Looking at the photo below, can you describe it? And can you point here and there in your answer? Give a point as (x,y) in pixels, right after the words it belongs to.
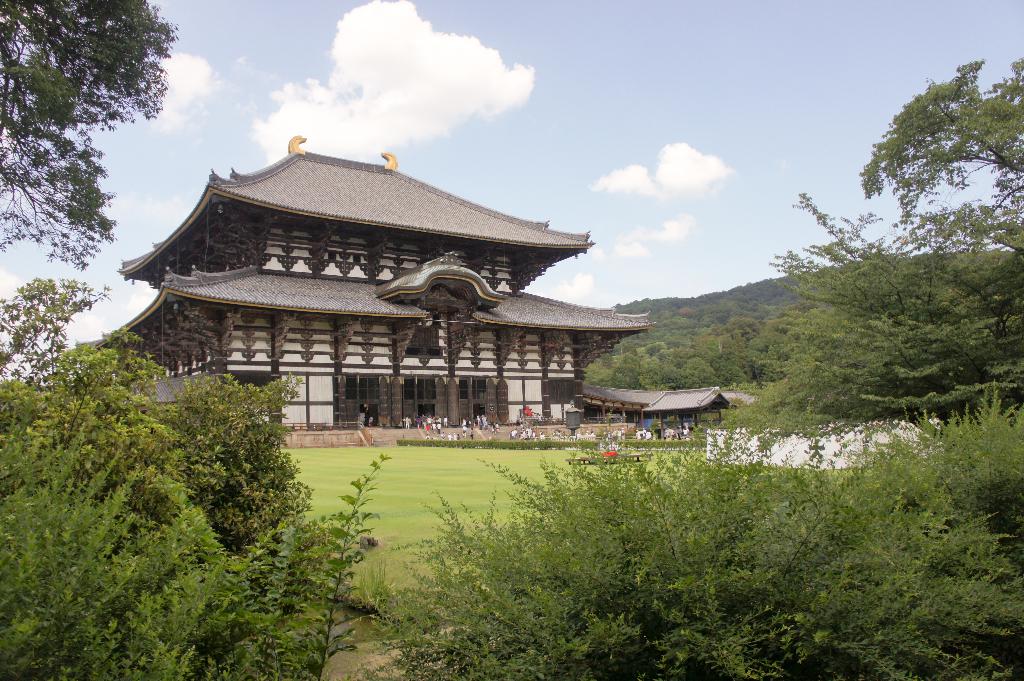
In the center of the image (476,330), we can see a building (446,343) and there are sheds (662,400) and we can see people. In the background (912,319), there are trees (808,295), hills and there are plants (496,535). At the top (474,125), there are clouds (472,113) in the sky (466,119) and at the bottom (403,477), there is ground (403,477).
